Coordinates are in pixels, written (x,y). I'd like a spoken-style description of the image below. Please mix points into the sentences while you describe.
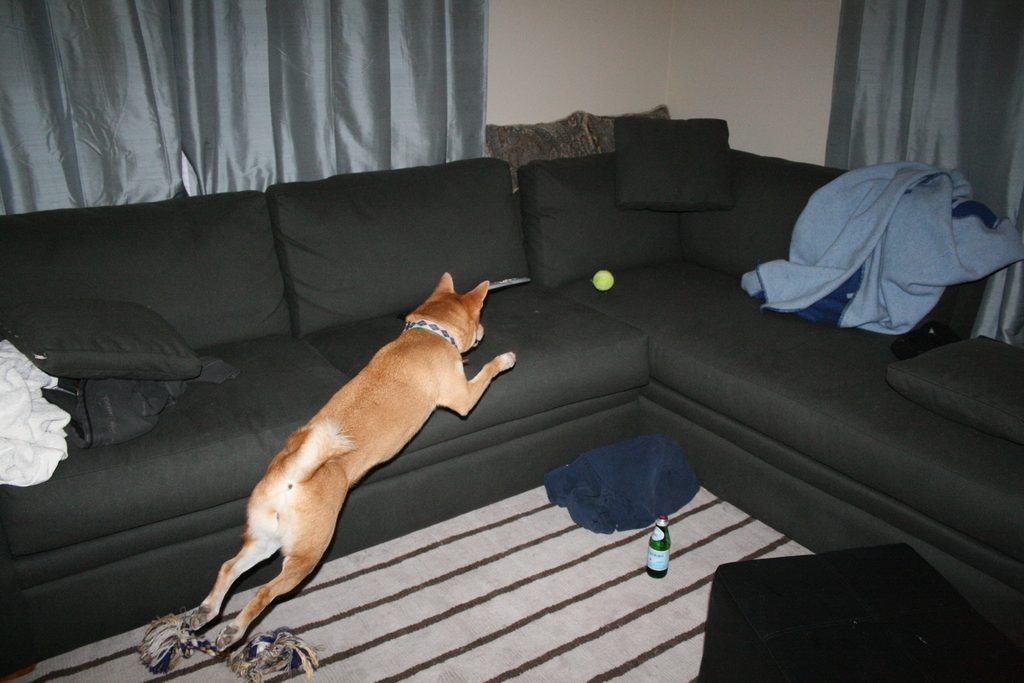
In this image, there is a sofa (975,511) which is in black color, on that sofa (608,331) there is a yellow color ball (601,276), there is a dog (271,530) which is in yellow color trying to catch a ball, in the background (125,160) there is a ash color curtain (250,62) and there is a white color wall (537,58).
